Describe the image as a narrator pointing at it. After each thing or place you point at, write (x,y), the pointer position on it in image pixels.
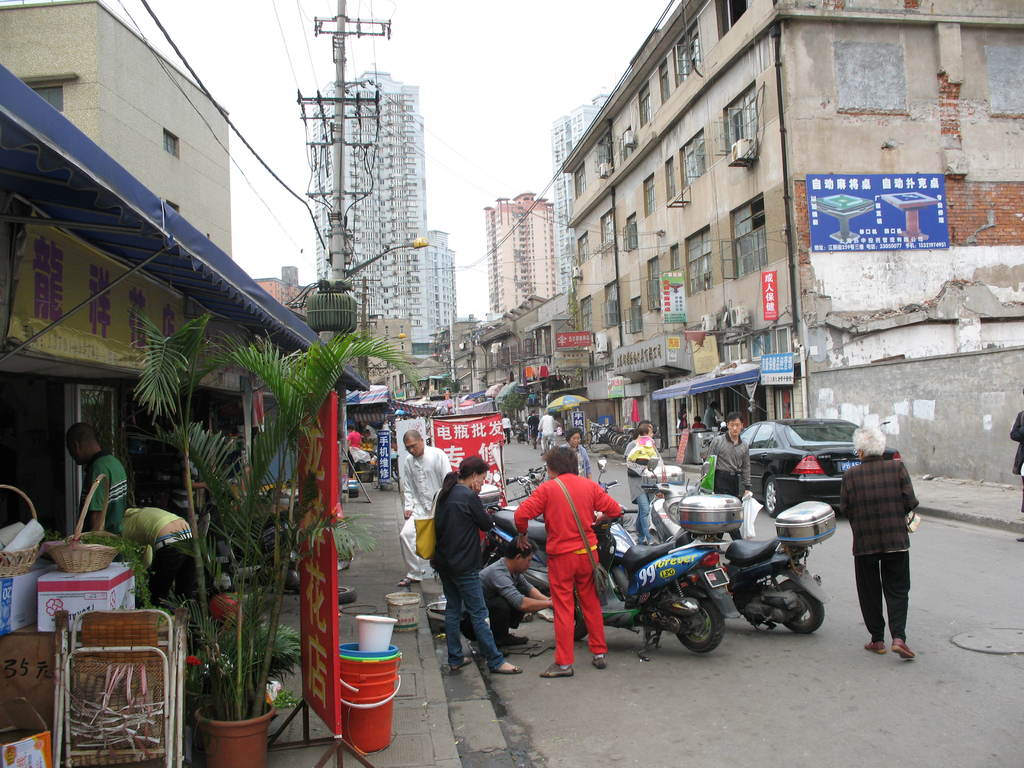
This is clicked in a street (748,766), there are few persons (741,465) walking on the road (721,741) with cars (824,437) and motorcycles (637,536) either side on it, on either side of the road (1007,717) there are buildings (886,130) and store (368,440) and above its sky (518,95).
